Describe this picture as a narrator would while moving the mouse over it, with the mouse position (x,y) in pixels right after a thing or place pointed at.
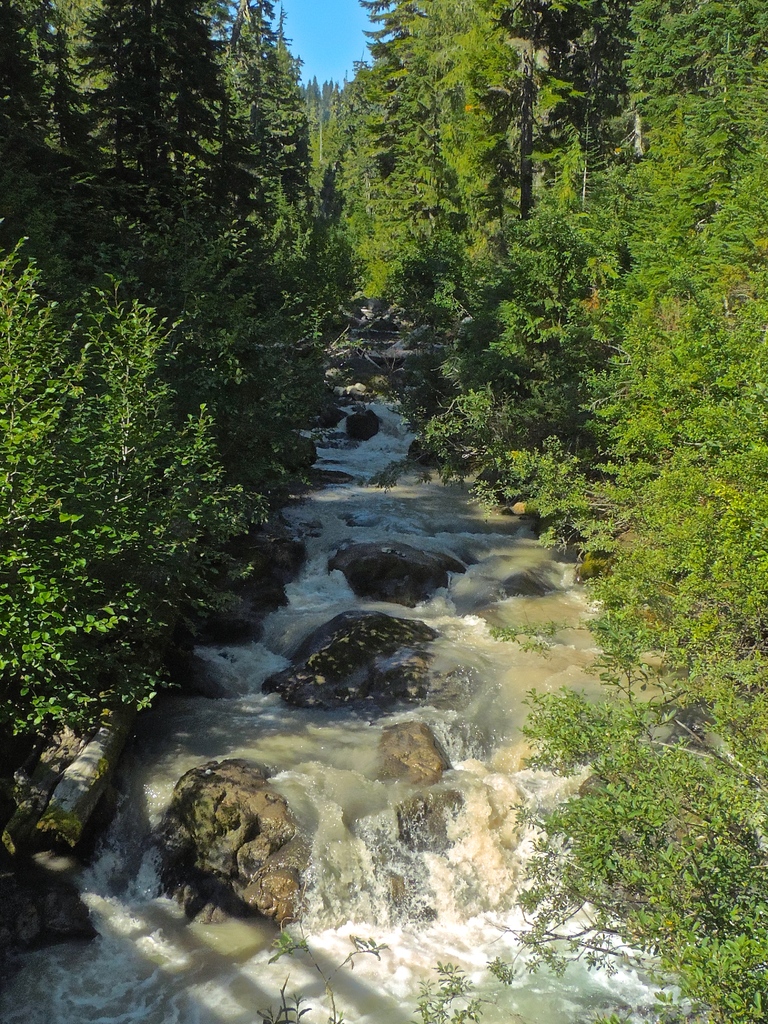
In this picture in the front (354,762) there is water (489,589) and there are stones (364,623). In the background (575,184) there are trees (455,359).
